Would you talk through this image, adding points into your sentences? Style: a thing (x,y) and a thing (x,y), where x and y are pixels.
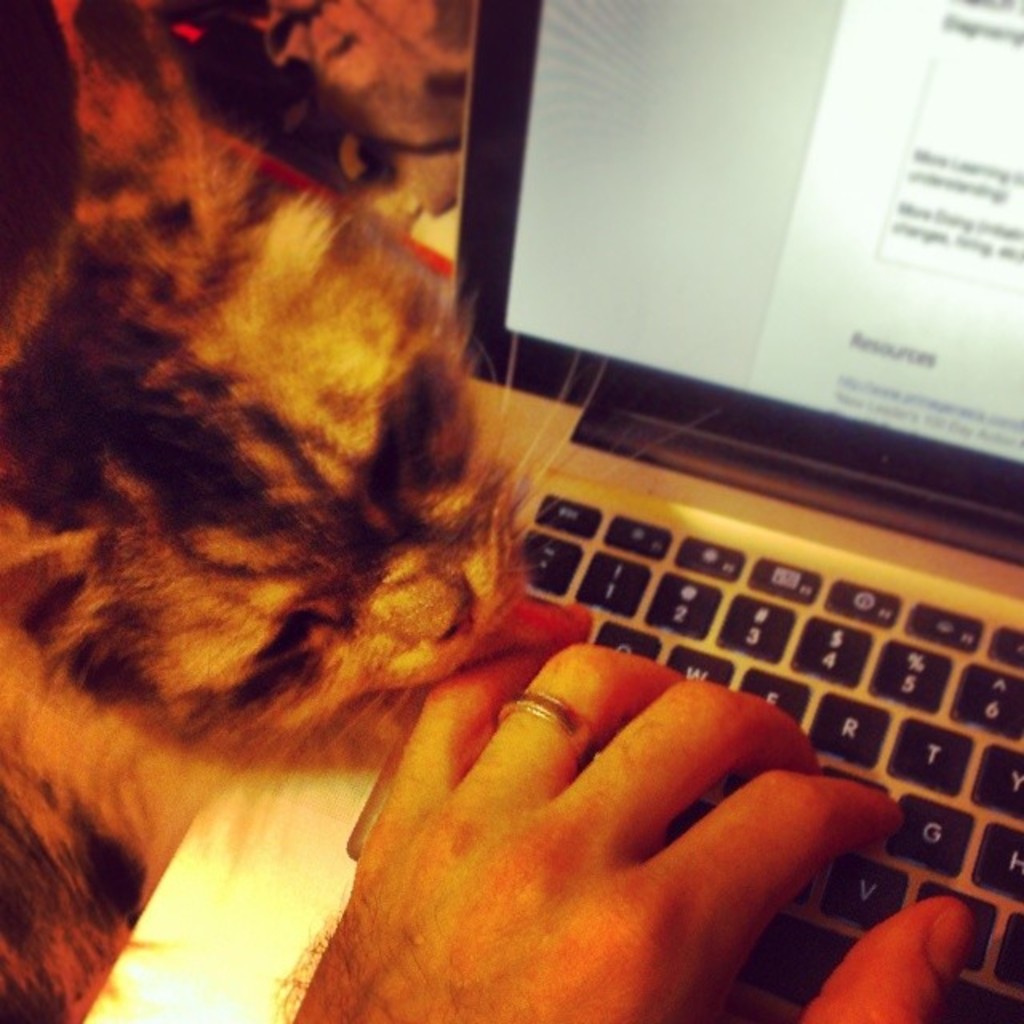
In this image we can see a human hand (720,836) on the laptop (900,491). There is a cat (170,491) on the left side of the image (176,504).
